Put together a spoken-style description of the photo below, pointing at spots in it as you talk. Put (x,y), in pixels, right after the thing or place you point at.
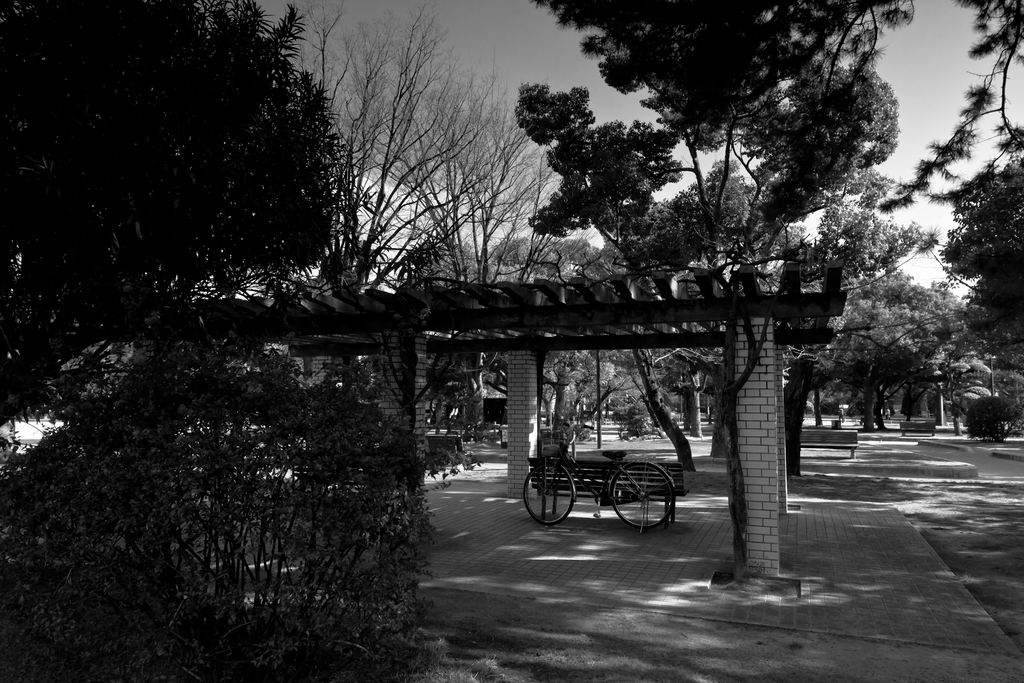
In the image we can see a bicycle (652,491), bench (637,470), pillar (746,474), plant (271,555), trees (253,85), footpath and a sky (948,86).
